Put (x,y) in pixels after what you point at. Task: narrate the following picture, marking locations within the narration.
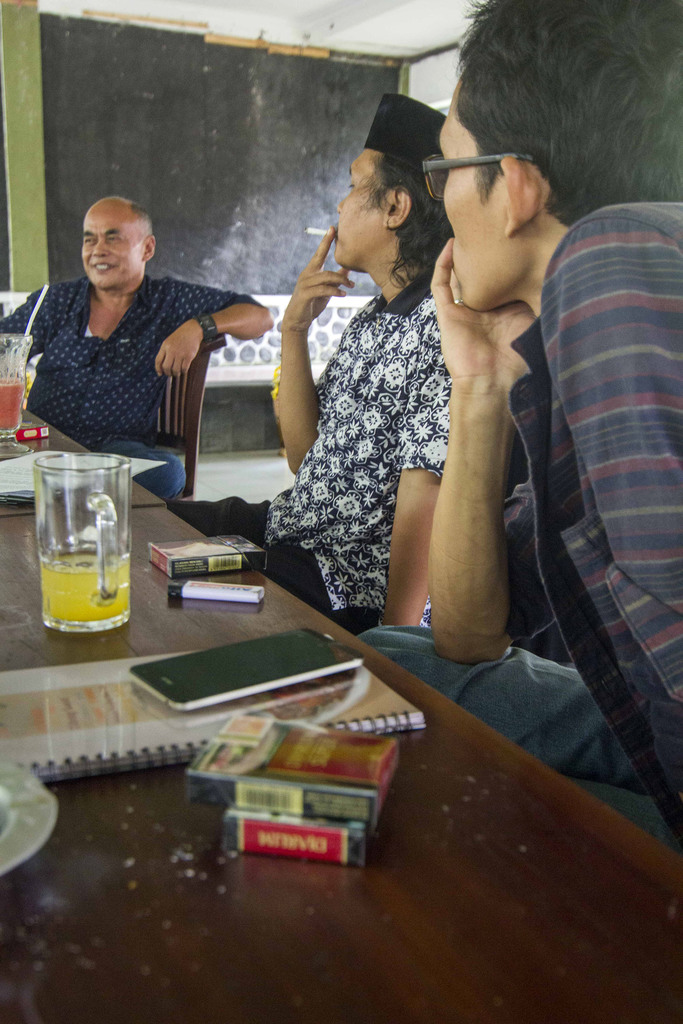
There are three man (150,388) sitting on a chairs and one of them is smoking in front of them there is a table (142,536) with a notebook (49,690) and glass of juices (123,590) and cell phone (178,694).
